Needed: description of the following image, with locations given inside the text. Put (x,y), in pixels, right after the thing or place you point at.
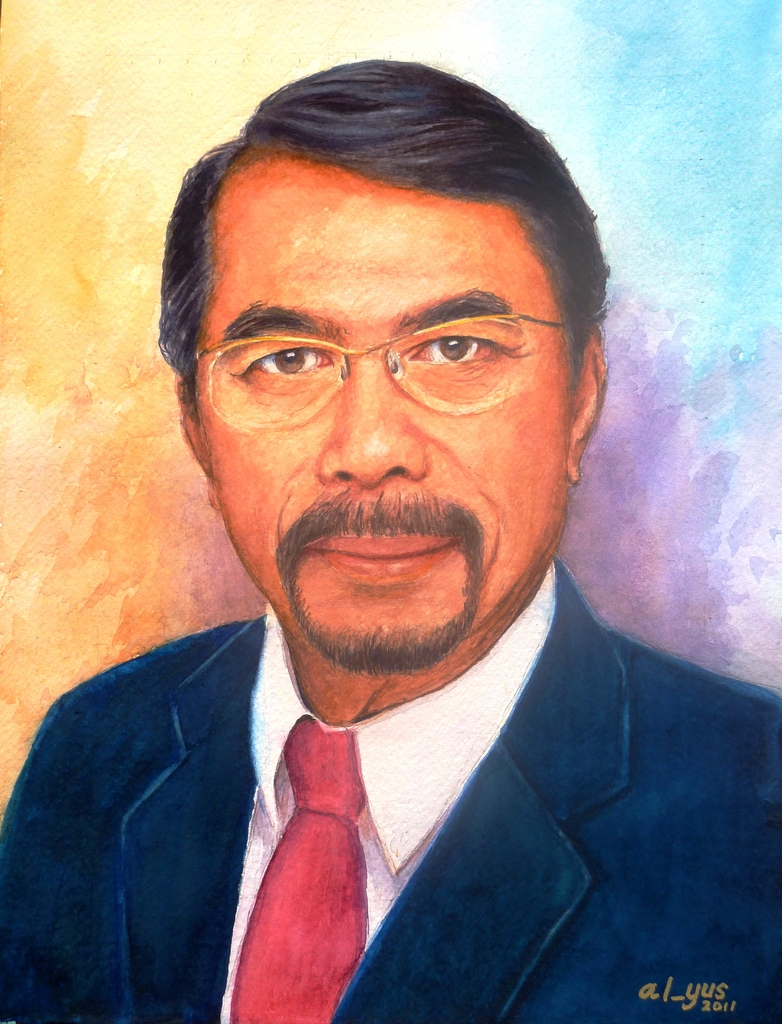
In the image we can see a painting (305,794) of a man (414,847) wearing, blazer (579,767), shirt (415,759), tie (350,840) and spectacles (489,385), and the background (676,55) is colorful.
